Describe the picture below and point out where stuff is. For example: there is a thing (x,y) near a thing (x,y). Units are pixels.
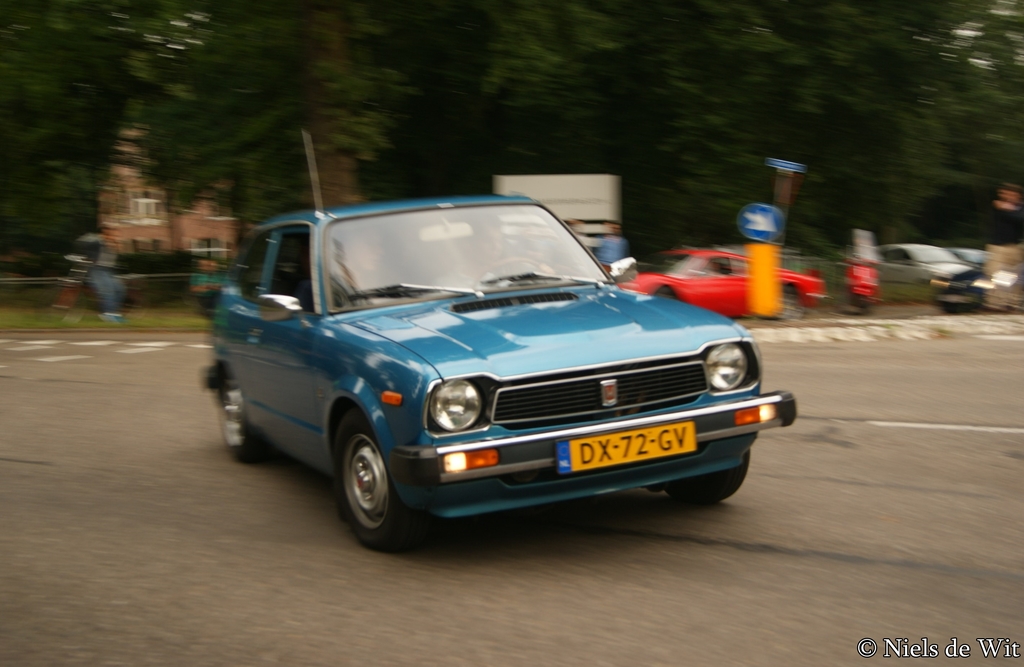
In this image we can see some vehicles (681,316) on the road (1002,377), there is a signboard (748,223), there are trees (220,146), a house (206,213), also we can see the text (933,643) on the image, and the background (61,149) is blurred.
